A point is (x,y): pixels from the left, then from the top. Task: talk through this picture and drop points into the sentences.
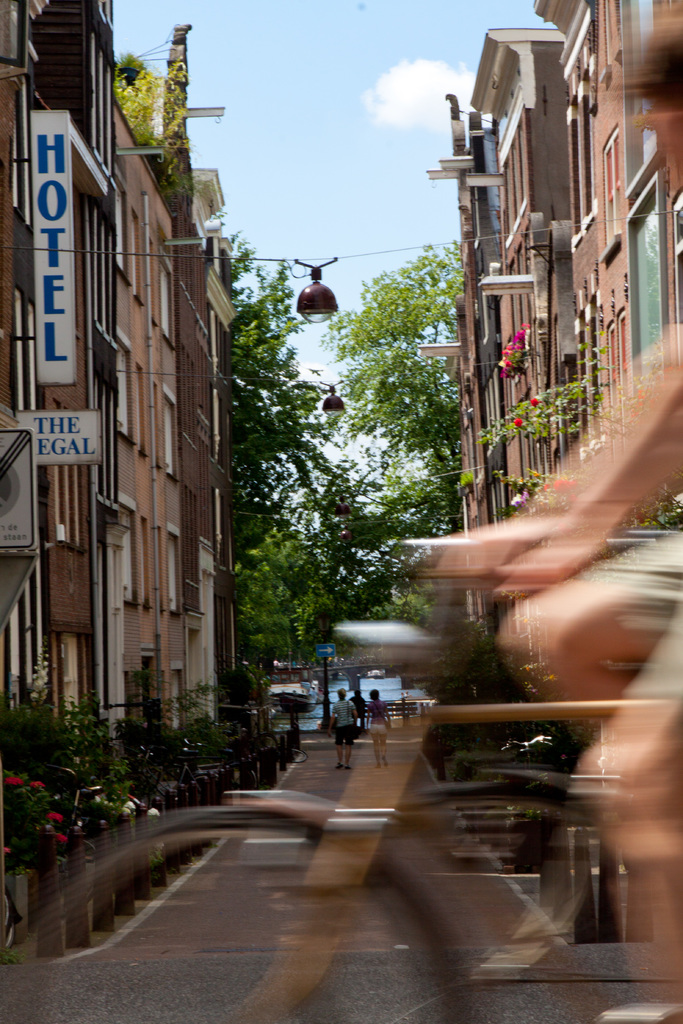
A person (658,785) is riding bicycle (358,782). In the background (14,851) there are plants (18,847), trees (330,475), buildings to the either side of the road (320,1018) and on the road (347,775) we can see three persons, a boat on the water (315,714), house plants (148,74) on a building (184,98) on the left (138,94) side, hoardings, sign boards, lights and clouds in the sky (296,112).
